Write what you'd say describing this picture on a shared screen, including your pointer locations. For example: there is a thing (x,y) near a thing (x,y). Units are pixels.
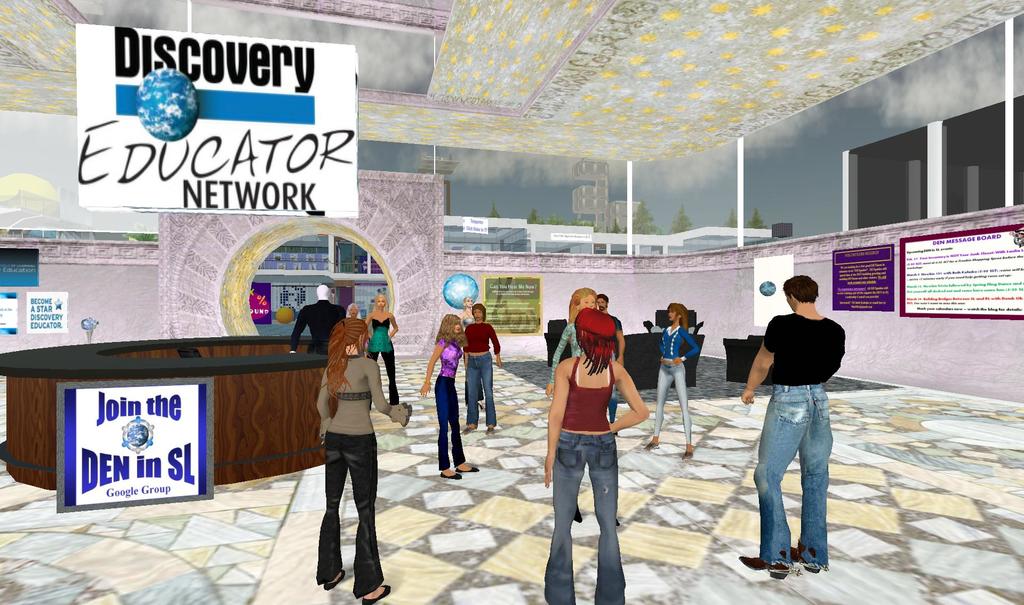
In this image I can see animated persons (590,345) visible and I can see the hoarding board (203,128) in the middle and a table (140,371) and wall (158,247) and window (522,240) visible in this image.
